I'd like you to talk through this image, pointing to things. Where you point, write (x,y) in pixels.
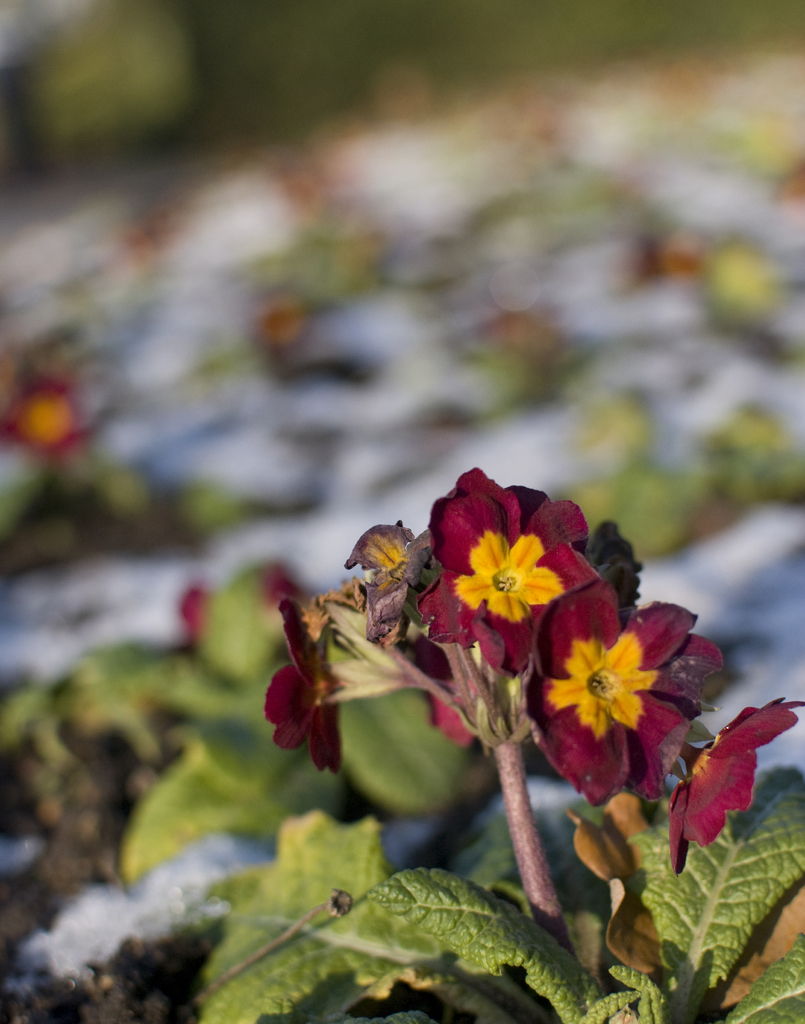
This looks like a plant (514,733) with a bunch of flowers (507,604) and leaves (528,952). The background (671,239) looks blurry. These flowers (462,542) look maroon and yellow in color.
